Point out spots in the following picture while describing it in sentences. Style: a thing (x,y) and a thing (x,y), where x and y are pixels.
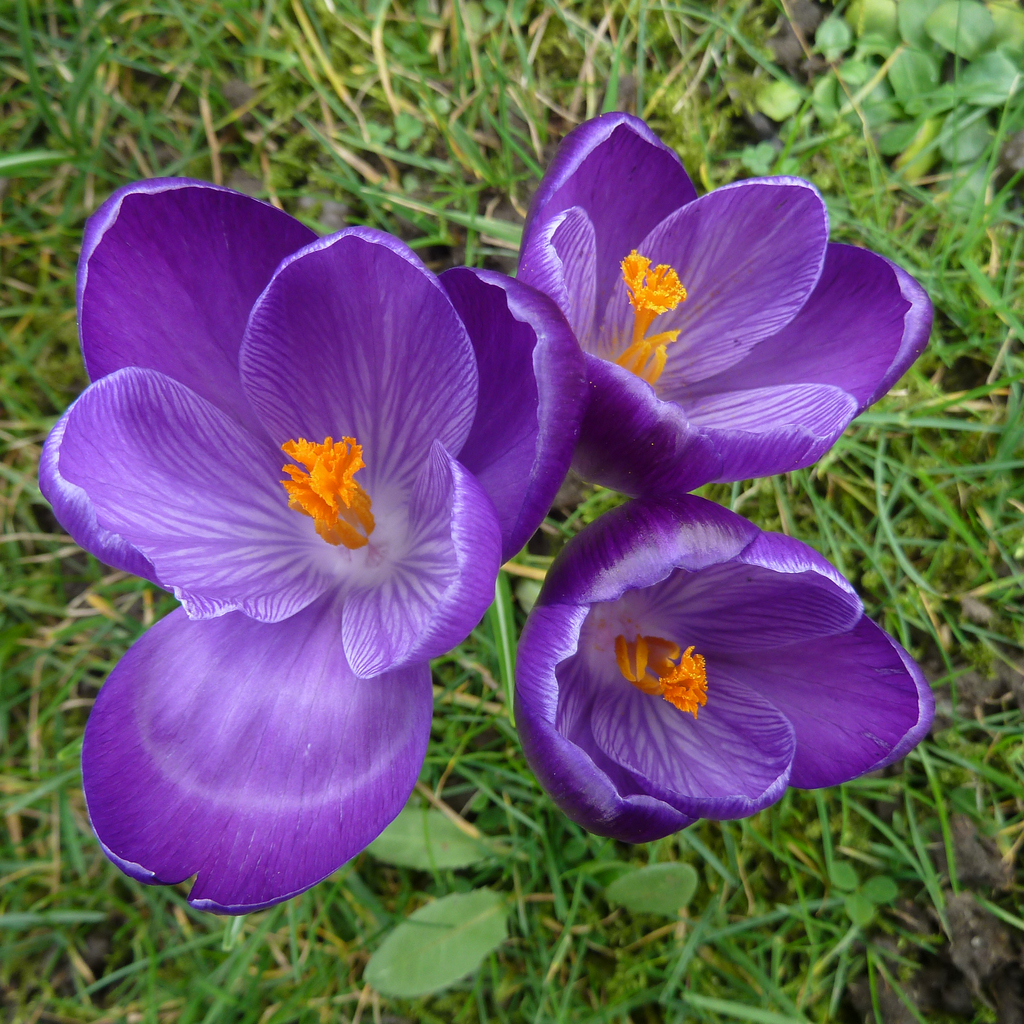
In this image I can see few flowers (372,655) in orange and purple color. In the background (513,17) I can see few plants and grass (325,924) in green color.
